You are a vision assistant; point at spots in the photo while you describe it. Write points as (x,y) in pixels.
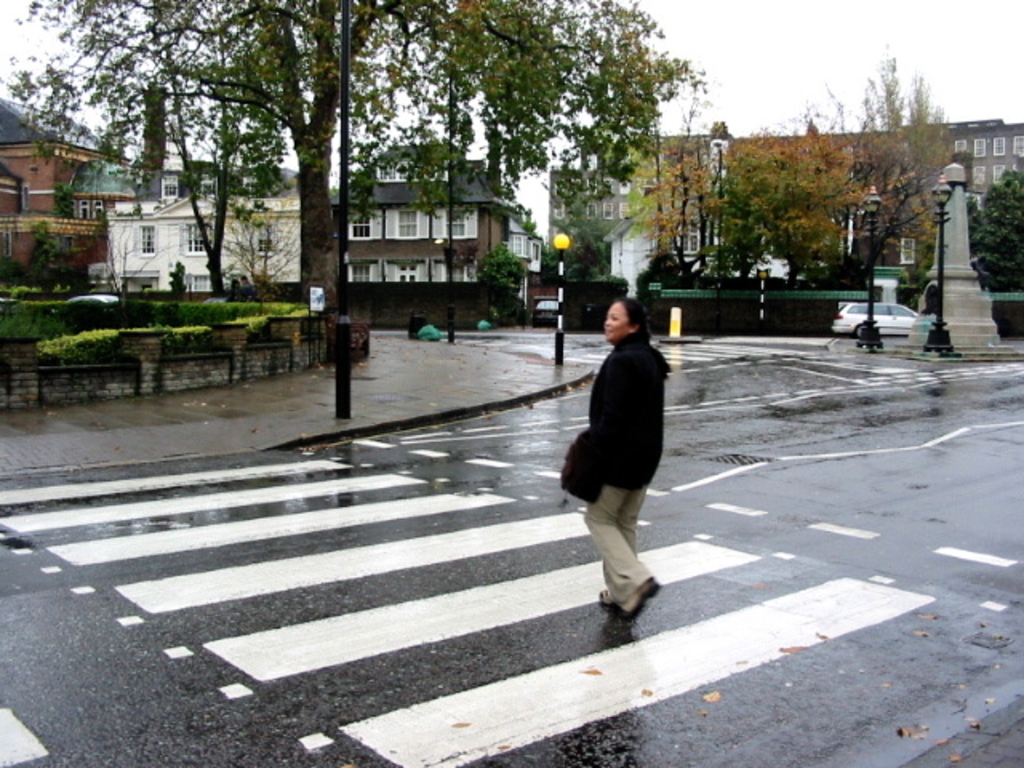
In the center of the image (635,477) there is a lady (629,540) walking on the road (444,573). In the background of the image (433,235) there are buildings (12,188), trees (212,250). At the top of the image (726,46) there is sky (804,24).
